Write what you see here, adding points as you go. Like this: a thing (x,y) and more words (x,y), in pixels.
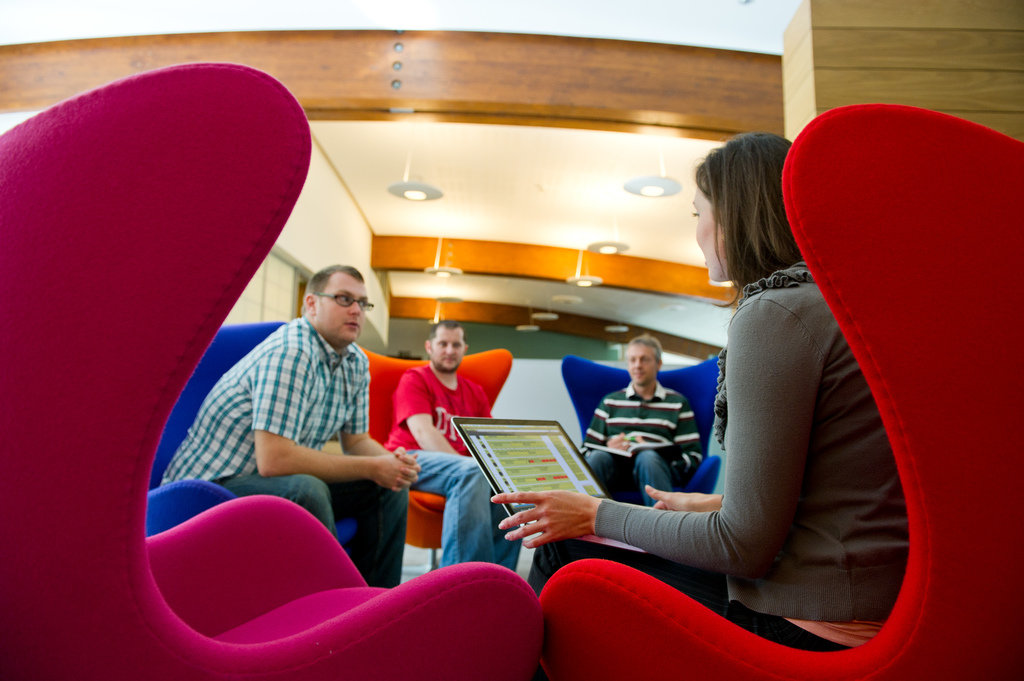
At the top (528,162) we can see ceiling (524,197) and lights (580,261). Here we can see four persons (742,392) sitting on different chairs (477,376). This woman (577,522) is holding a laptop (511,435) with her hands (502,502). This is an empty chair (285,602) in pink colour.
